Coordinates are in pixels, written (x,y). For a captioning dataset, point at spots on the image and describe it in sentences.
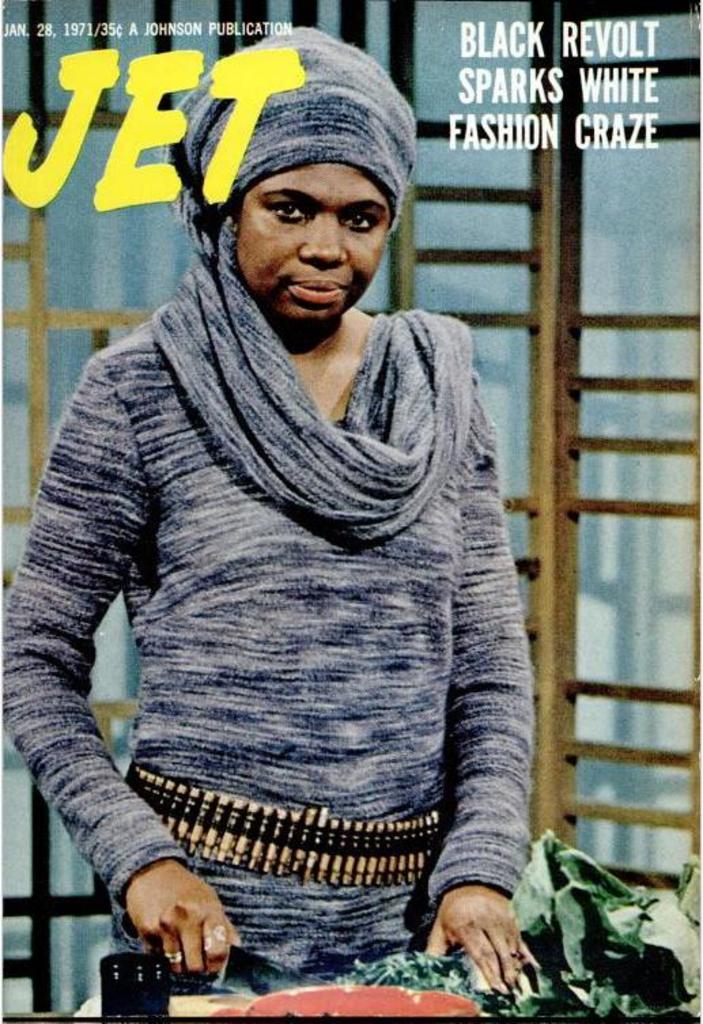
In this picture we can see a poster (531,685), on this poster (213,396) we can see a person (331,868) and text (540,50).
